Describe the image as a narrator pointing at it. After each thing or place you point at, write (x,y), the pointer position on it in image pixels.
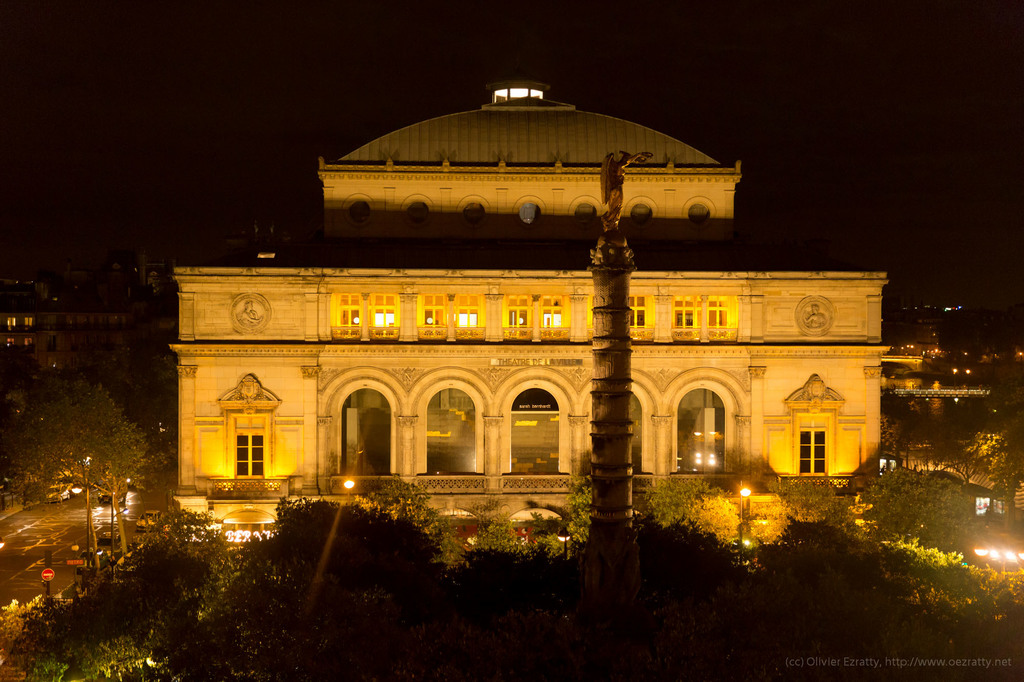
In this image we can see some buildings (442,268) with windows (468,298) and a tower (610,371). We can also see some vehicles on the road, a group of trees (296,627), some lights (209,527), poles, the signboards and the sky (265,201).
